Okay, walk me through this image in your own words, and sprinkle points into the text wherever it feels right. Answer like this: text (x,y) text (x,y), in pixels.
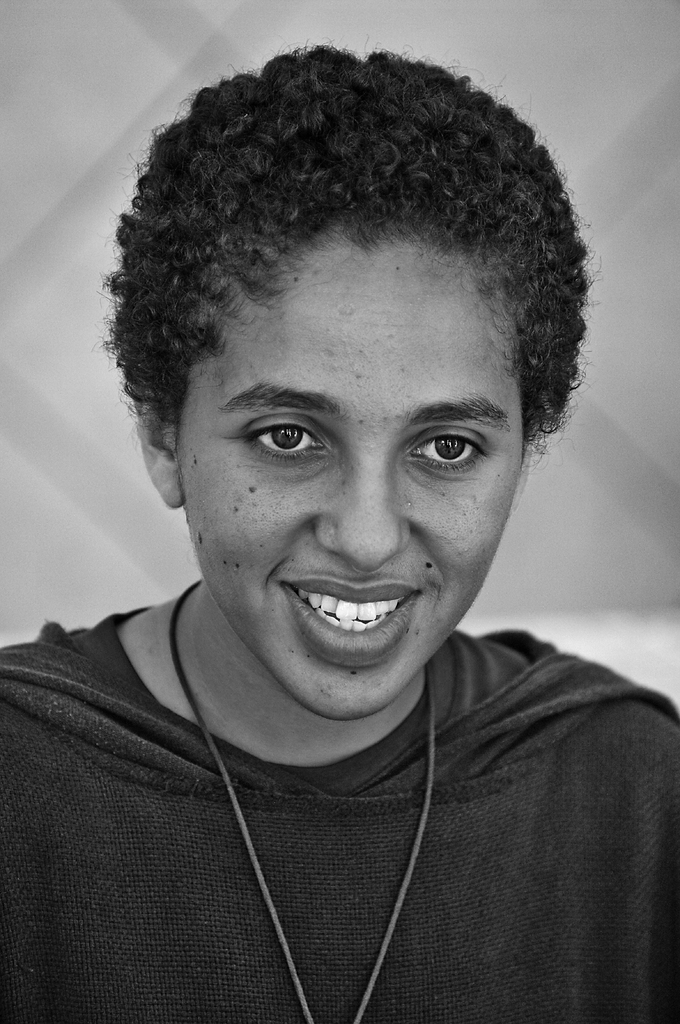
This is the picture of a black and white image and we can see a person (368,941) with a smiley face (285,434) and there is a white background (117,72).
